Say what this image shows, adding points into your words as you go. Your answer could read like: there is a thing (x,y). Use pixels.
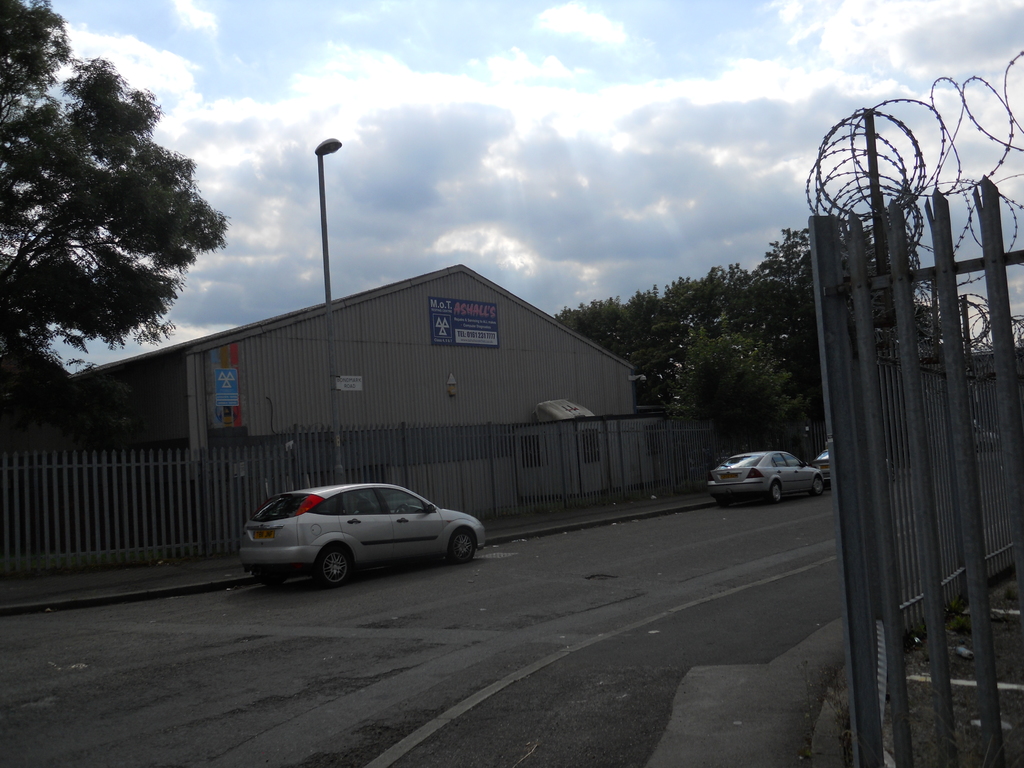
As we can see in the image there is a house (361,400), fence (473,436), cars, trees (675,376), street lamp (323,204), sky (760,4) and clouds (500,118).
